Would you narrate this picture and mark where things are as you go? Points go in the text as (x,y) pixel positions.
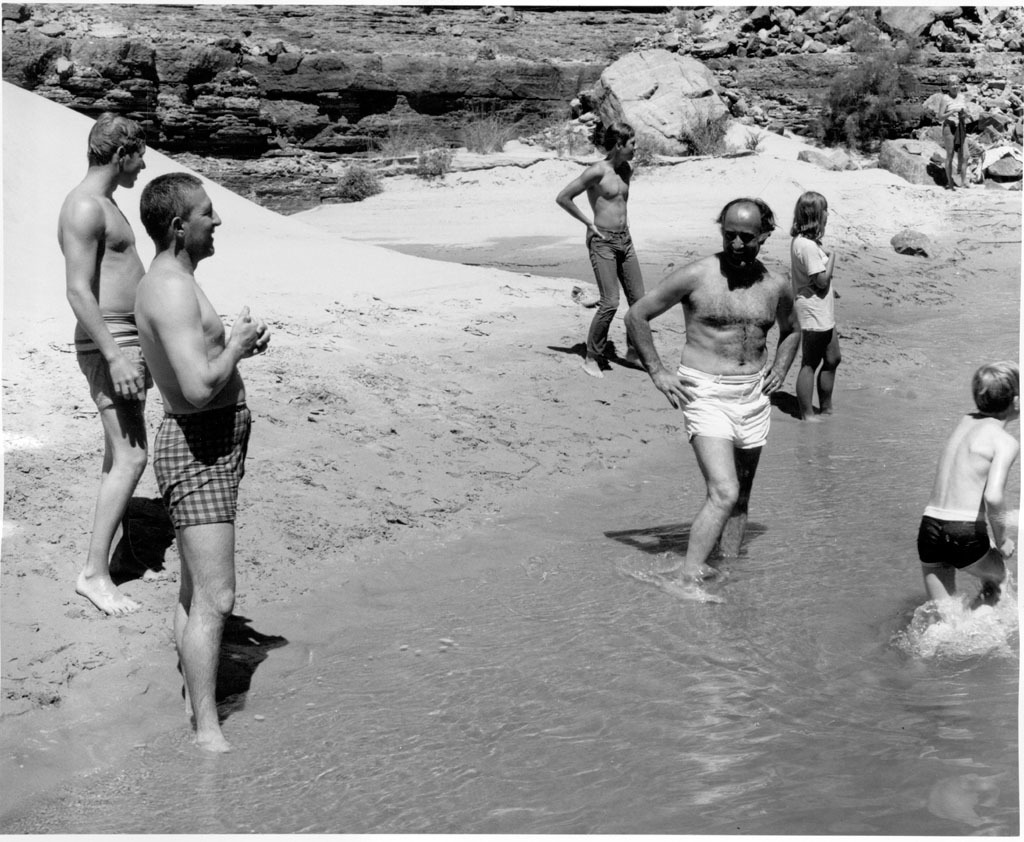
In this image there a few people (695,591) standing on the sand (562,423) and in the water (735,583), there are few rock walls (524,116).
